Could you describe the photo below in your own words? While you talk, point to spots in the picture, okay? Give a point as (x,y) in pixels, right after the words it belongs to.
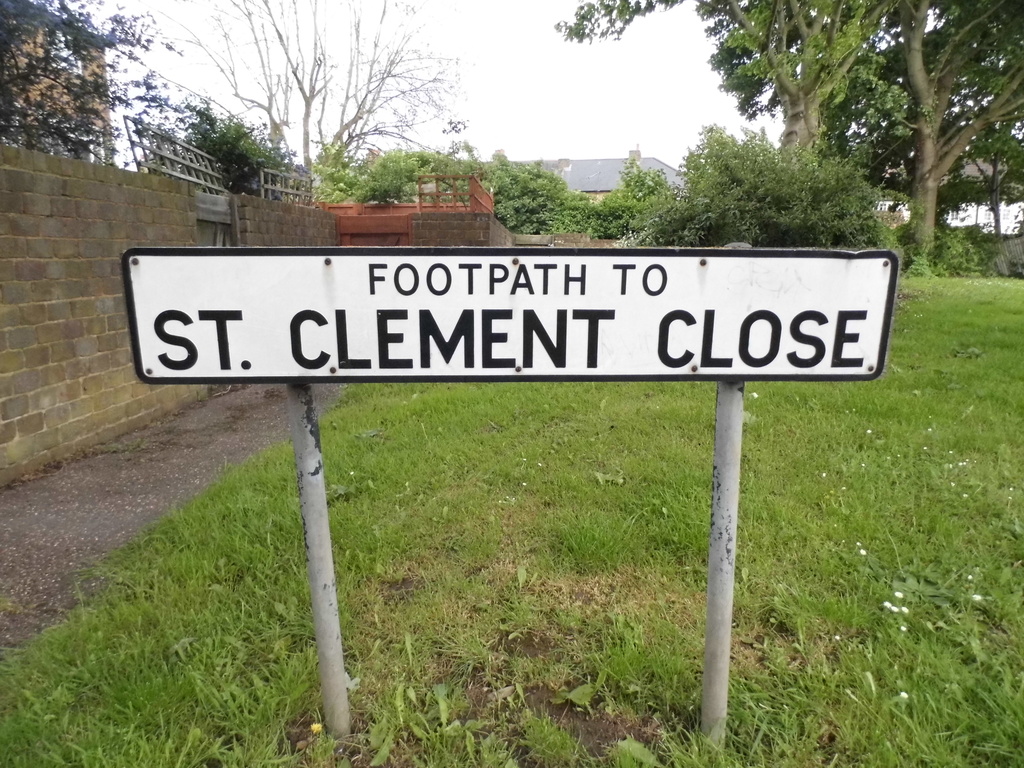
This image is taken outdoors. At the top of the image (509,98) there is the sky (486,94). In the background (555,160) there is a house (679,185). There are many plants (663,188) and a few trees (896,145) with leaves (910,133), stems (927,137) and branches (936,146). There is a wall (330,241). At the bottom of the image (450,700) there is a ground (450,700) with grass (859,479) on it. In the middle of the image (396,303) there is a board (478,316) with a text (742,341) on it and there are two iron bars (727,476).
